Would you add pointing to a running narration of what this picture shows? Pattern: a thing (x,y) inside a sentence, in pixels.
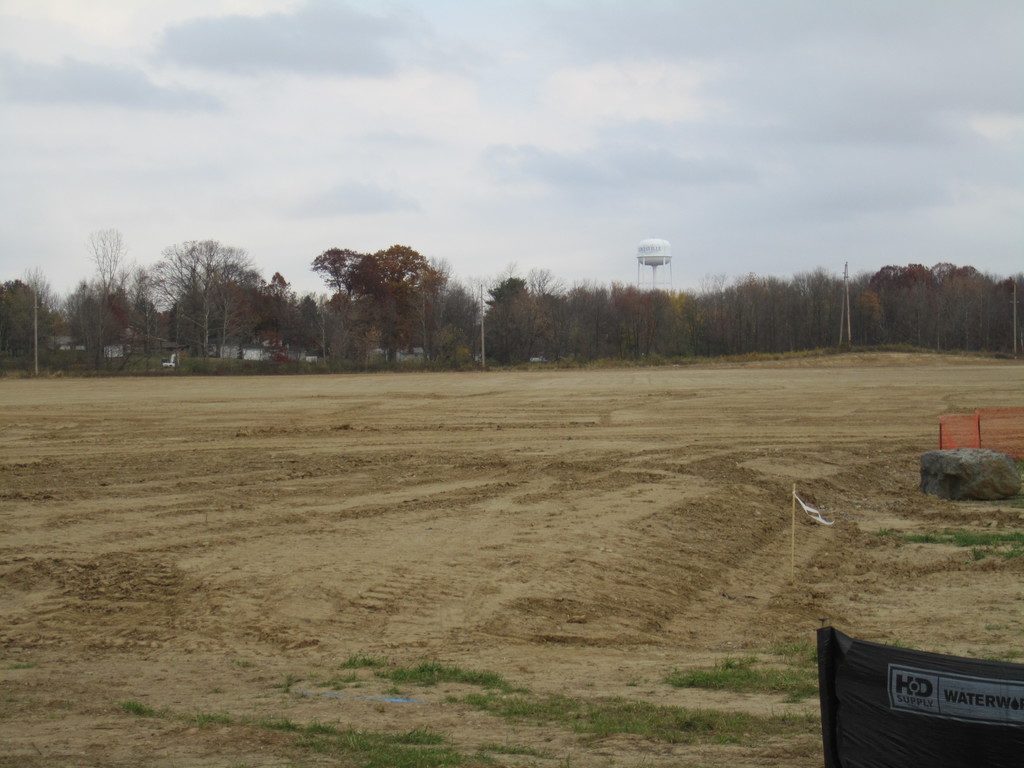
At the bottom of the image (428,552) there is ground (730,545). In the bottom right corner of the image (879,691) there is a poster (926,692) with something written on it. And also there is a rock (998,483). In the background (849,297) there are trees (812,287) and poles (841,314). And also there is a tanker (655,263). At the top of the image (707,163) there is sky (618,144) with clouds (501,144).
